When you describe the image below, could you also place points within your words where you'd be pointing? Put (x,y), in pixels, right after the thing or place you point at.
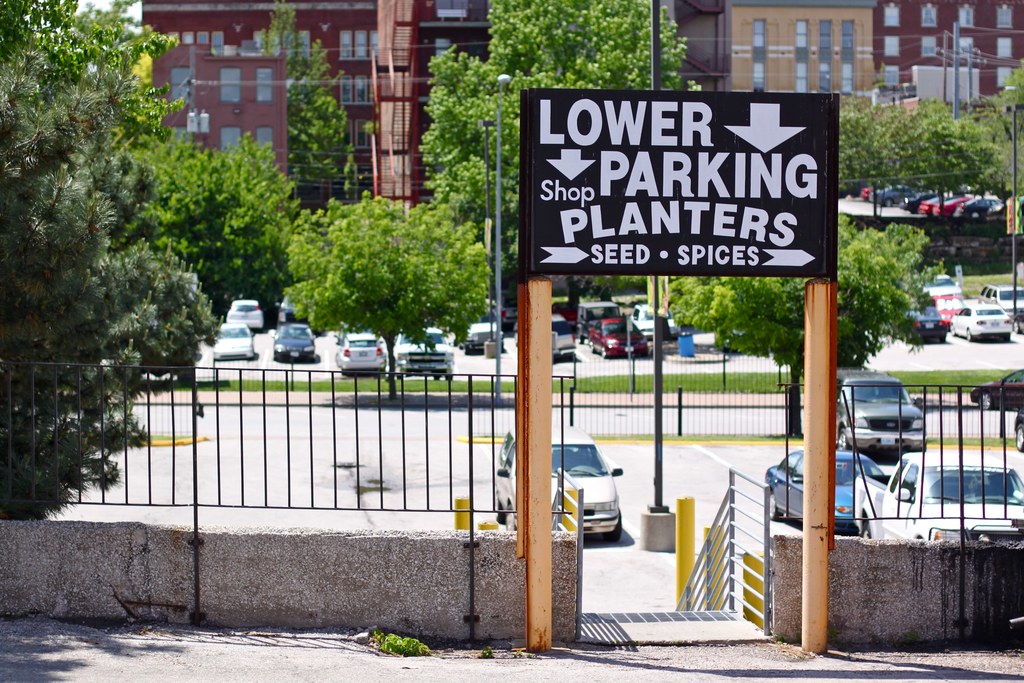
This picture is clicked outside. On the right (821,165) we can see a black color board (566,138) on which we can see the text (569,222) and we can see the wooden poles (526,326), metal fence (960,491), handrail (730,560). In the center (605,346) we can see the group of vehicles (847,485) and we can see the trees (358,268), green grass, poles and cables (975,53). In the background (304,35) we can see the buildings (825,33), windows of the buildings (452,20) and some other objects (381,106).
